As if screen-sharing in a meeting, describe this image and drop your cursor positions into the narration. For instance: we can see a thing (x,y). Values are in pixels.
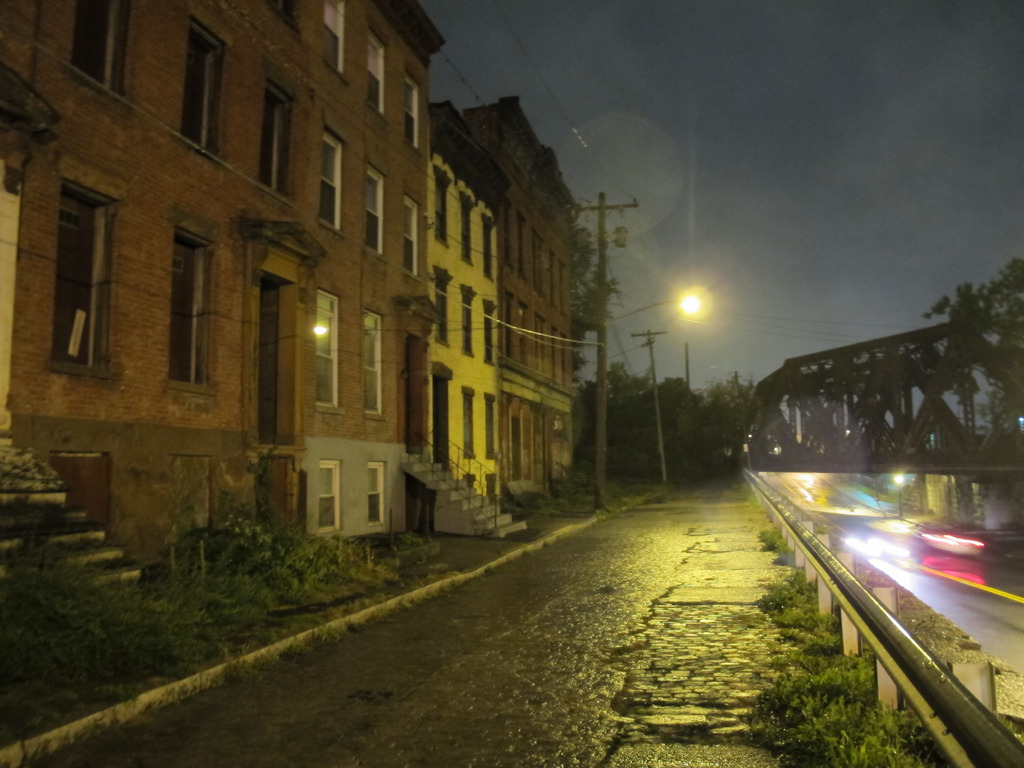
In this image there are buildings (267,323), in front of the buildings (298,297) there are stairs (427,473) with metal fence (459,475), in front of the stairs (491,520) there are electric poles (602,362) and lamp posts (609,320) with cables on top of it, in front of the poles (604,481) there is a road (688,573), beside the road (688,573) there is a metal fence (908,686), beside the metal fence (896,663) there is a bridge (893,403), beneath the bridge (890,463) there are a few cars (889,539) passing on the road (990,618) and there are lamp posts (899,482) on the pavement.
